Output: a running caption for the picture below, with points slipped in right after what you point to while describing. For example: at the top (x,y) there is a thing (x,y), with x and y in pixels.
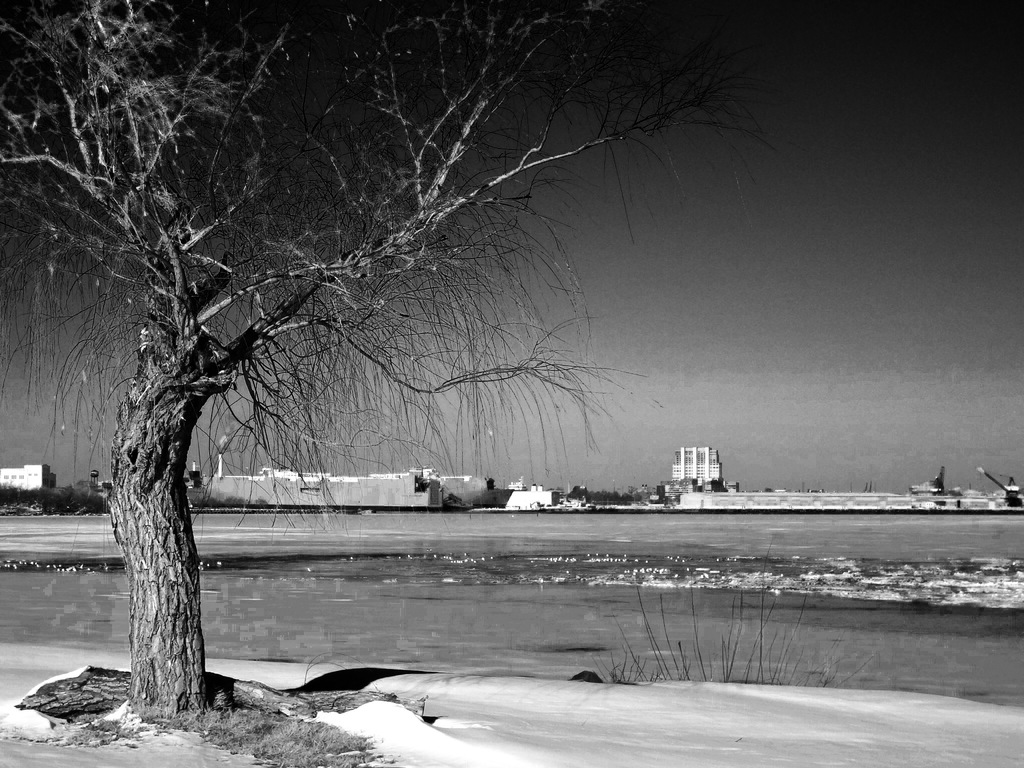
This is a black and white image. In this image we can see a tree (175,541), some plants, a ship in a water body (591,624), some trees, a group of buildings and the sky (853,490) which looks clear.
